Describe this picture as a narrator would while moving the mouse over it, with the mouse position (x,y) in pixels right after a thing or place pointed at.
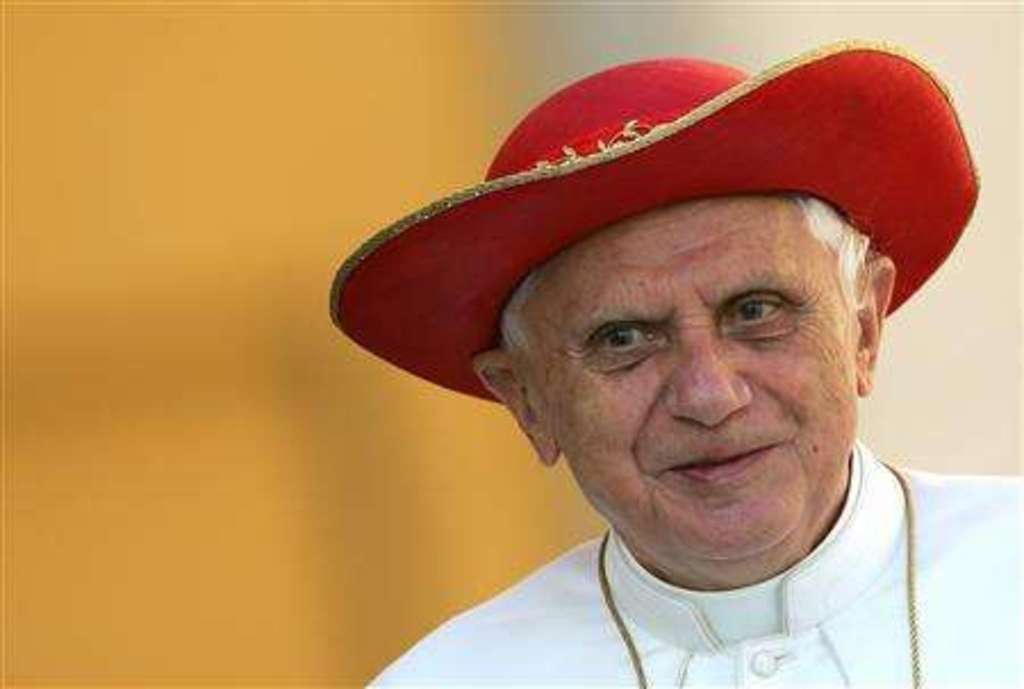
In this picture I can see a man (594,420) in front (572,657) and I see that he is wearing white color dress (559,568) and a red color hat (685,194) on his head (601,273). I see that it is blurred in the background (323,161).
